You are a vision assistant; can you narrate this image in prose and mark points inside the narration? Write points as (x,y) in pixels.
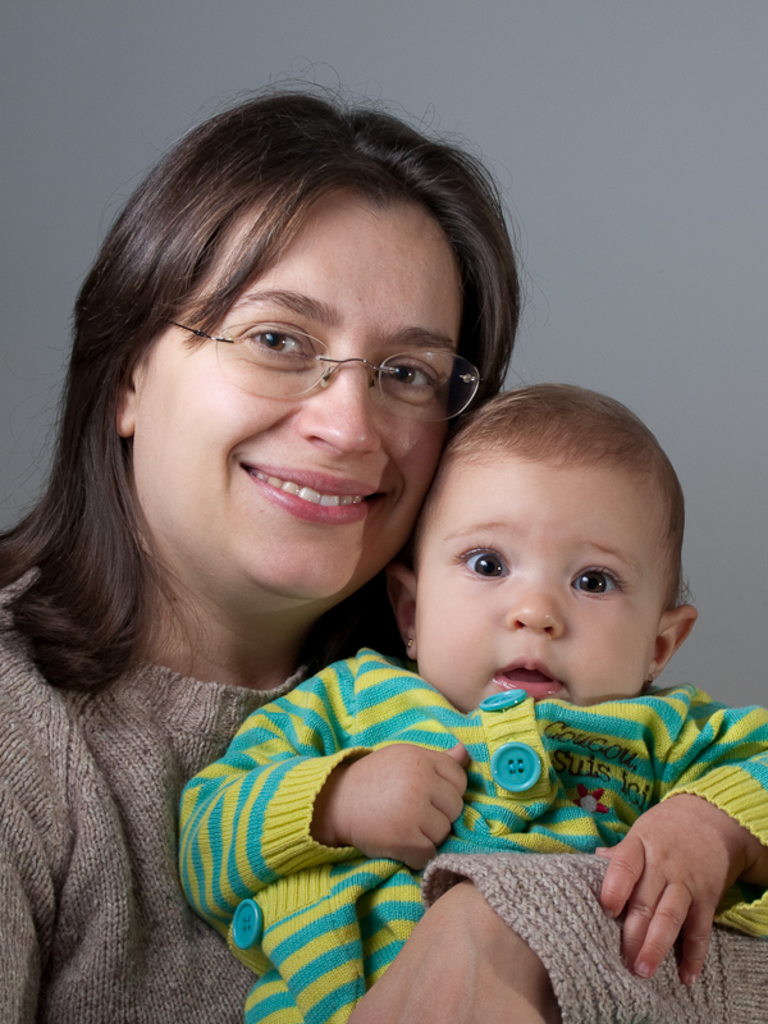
In this image we can see a woman (155,770) holding a baby (659,920) in her hand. In the background (748,293), we can see the wall (423,60).
